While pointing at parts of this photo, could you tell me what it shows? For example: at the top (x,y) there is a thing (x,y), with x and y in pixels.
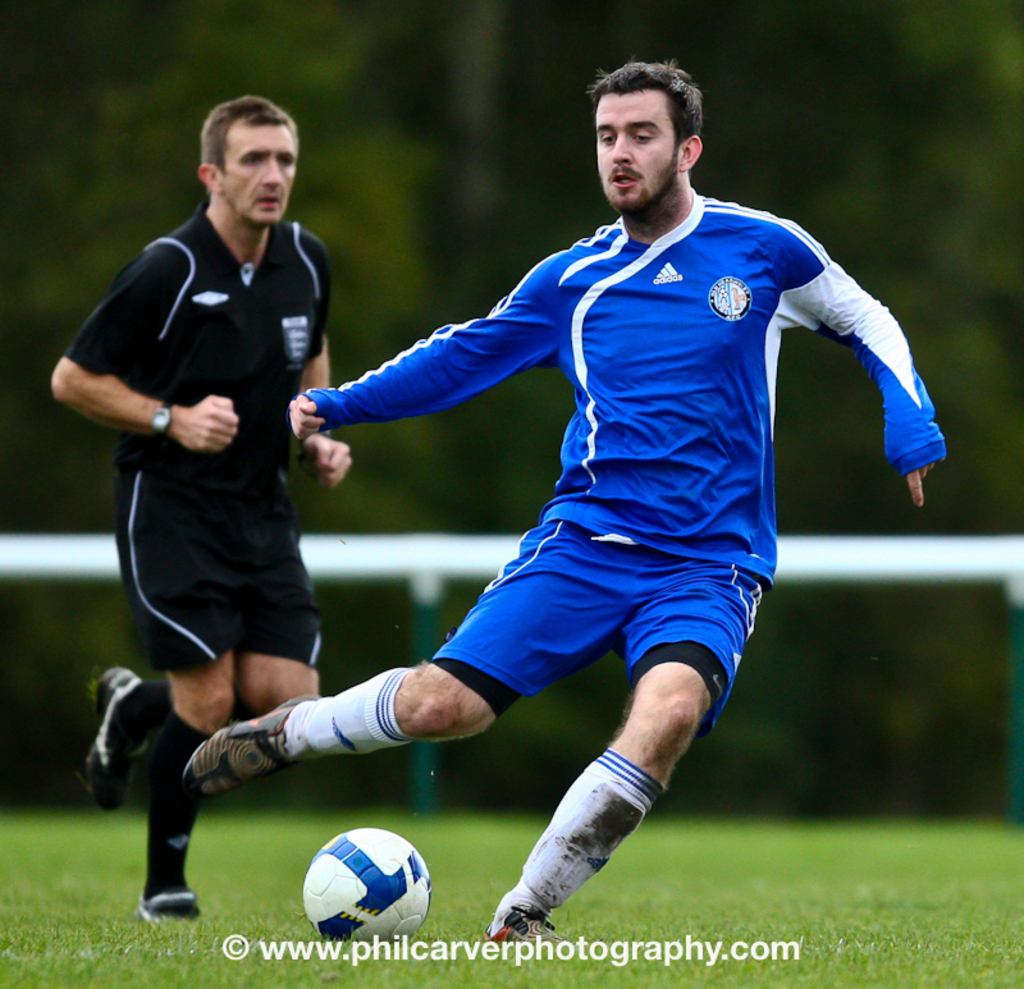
In this image we can see two persons (365,381). On the ground (72,864) there is grass (269,898) and a ball (375,879). In the background (392,165) it is looking blur. At the bottom (714,957) something is written.
